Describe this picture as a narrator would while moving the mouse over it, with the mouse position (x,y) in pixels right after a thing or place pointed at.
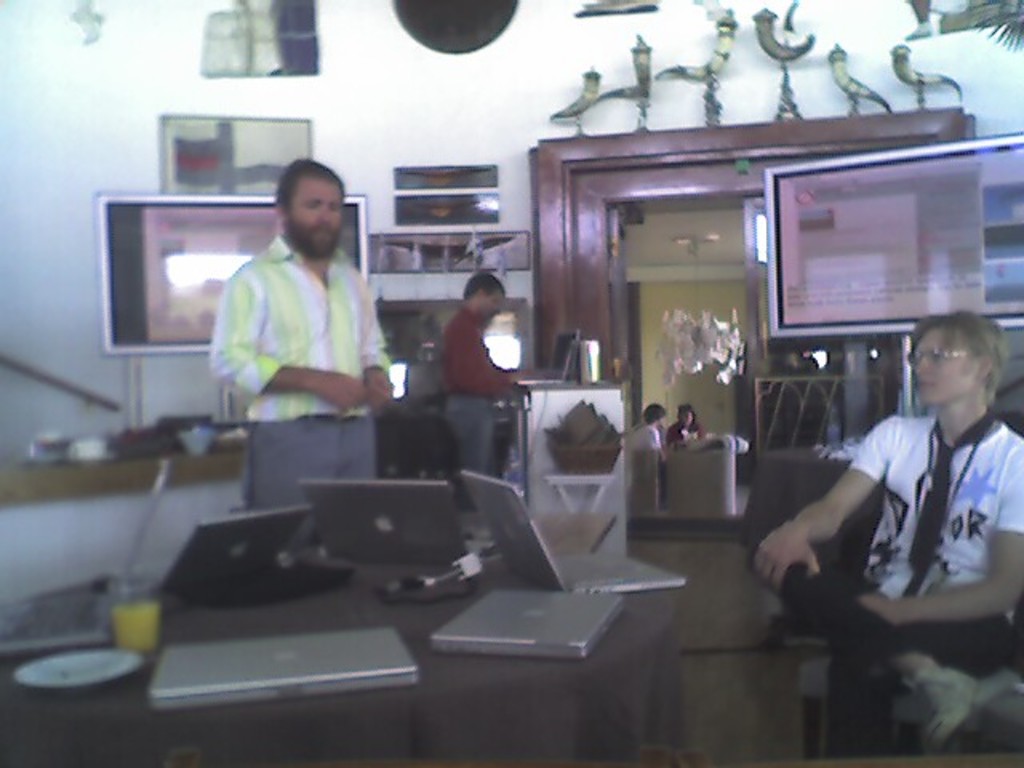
In this image it looks like a image in which there is a person (984,602) sitting on the chair (1000,667) to the right side (998,617) and there is a man (322,288) who is standing near the table (264,631) on which there are laptops (235,652). plate (92,654) and glass (127,623). At back (476,407) side there is another man (472,395) who is standing near the desk (566,391) beside him there is cupboard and door (633,358) through which there are sofas (650,457) and chandelier (722,348) on the other room (695,398).
